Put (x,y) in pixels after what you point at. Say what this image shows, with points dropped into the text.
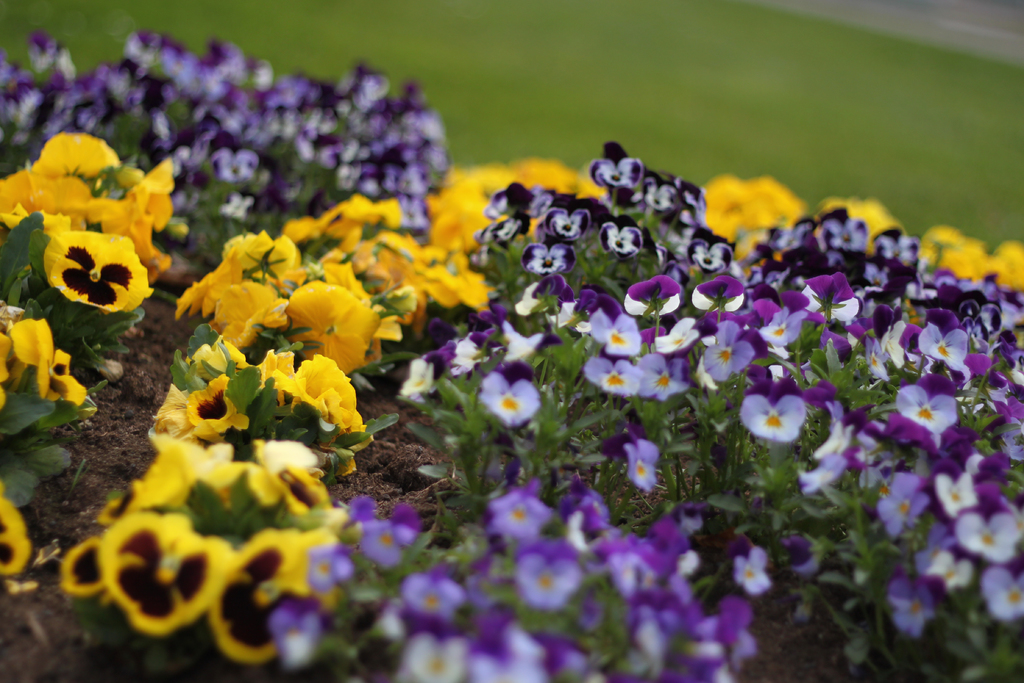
Here we can see plants (577,525) with flowers (259,600). In the background (712,98) we can see grass (649,123) and the image is blur.
